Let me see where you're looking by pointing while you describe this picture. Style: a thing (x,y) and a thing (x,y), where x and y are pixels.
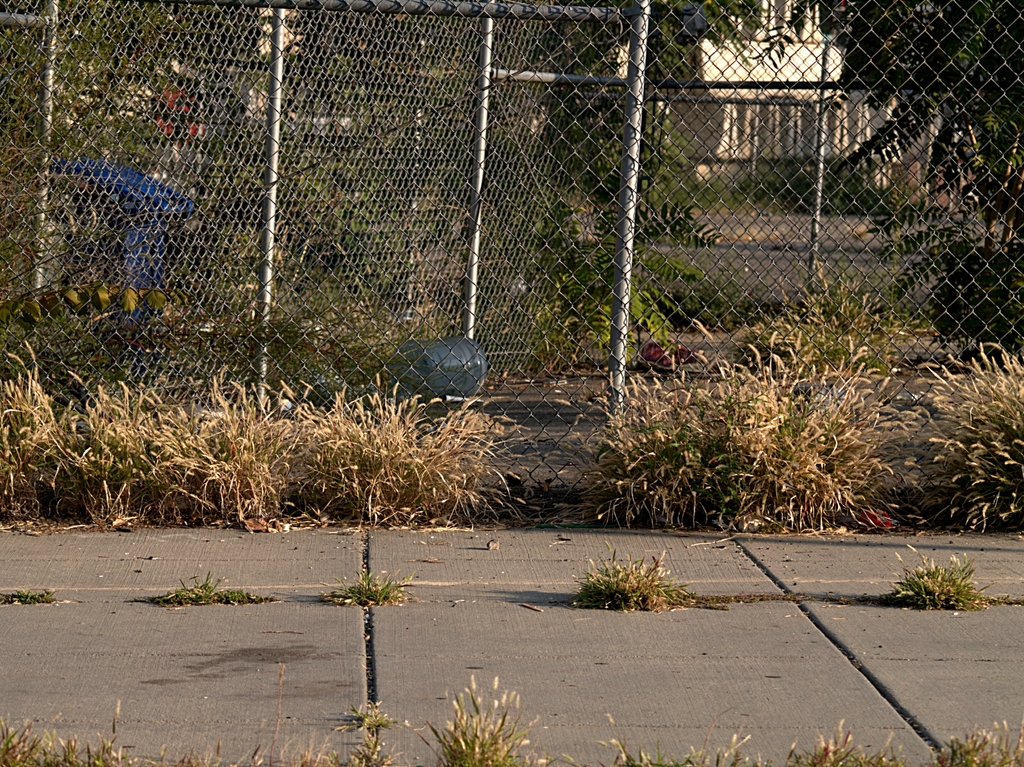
We can see plants (362,759) and fence (625,279), through this fence (629,246) we can see trees (590,185), wall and blue color bin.
